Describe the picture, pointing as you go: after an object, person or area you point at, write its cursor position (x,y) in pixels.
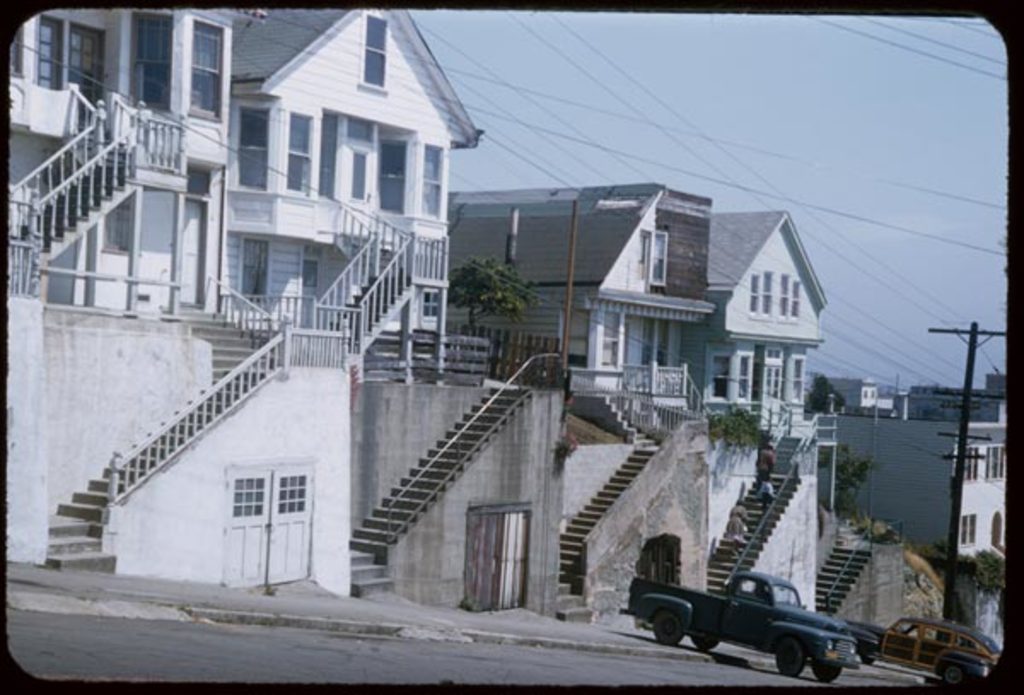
It is an edited image, there are different houses (381,333) and the road (76,626) is like a slope (60,628) and there are three vehicles (835,623) parked in front of the houses (926,524) behind the vehicles (822,618) there is a pole (967,329) and there are many wires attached to that pole (975,341).
